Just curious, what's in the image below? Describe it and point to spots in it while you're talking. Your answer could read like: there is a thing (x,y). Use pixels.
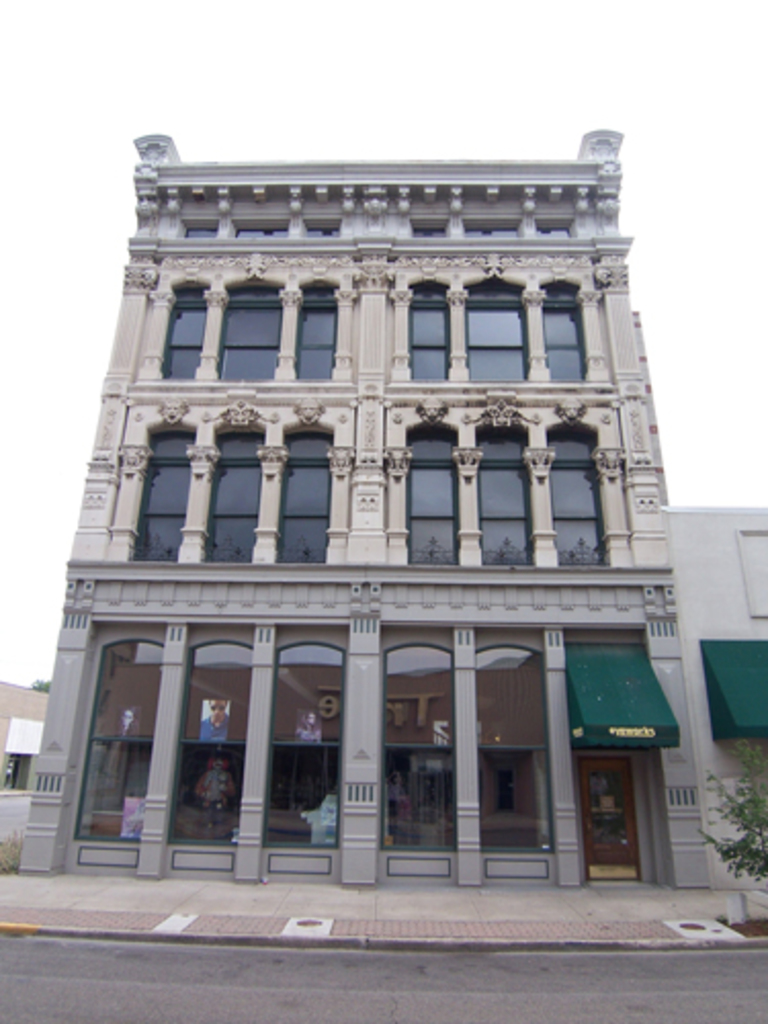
In this image we can see buildings (407,472), there are windows (298,473), pillars (366,562), posters (303,732), trees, there is a board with some text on it, also we can see the sky (561,108).
